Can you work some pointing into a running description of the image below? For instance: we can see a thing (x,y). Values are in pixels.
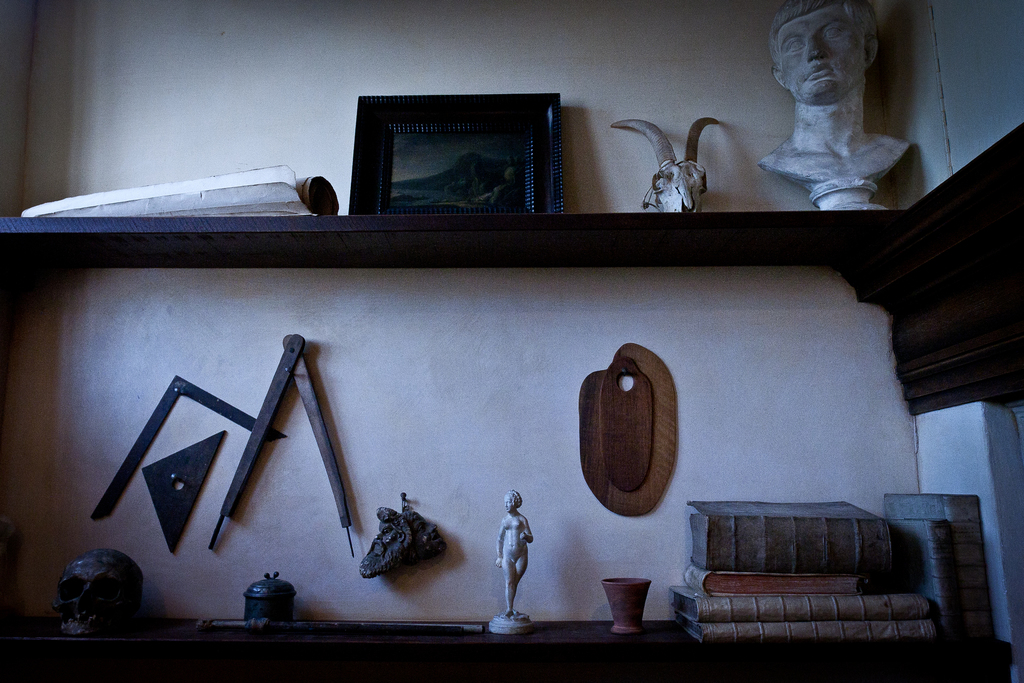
In this image, I can see a photo frame (562,210), sculptures (521,575), books (871,533), skull (121,615) and few other objects (249,609) placed in the racks (409,651). There are few objects (258,441) attached to the wall (561,359).
